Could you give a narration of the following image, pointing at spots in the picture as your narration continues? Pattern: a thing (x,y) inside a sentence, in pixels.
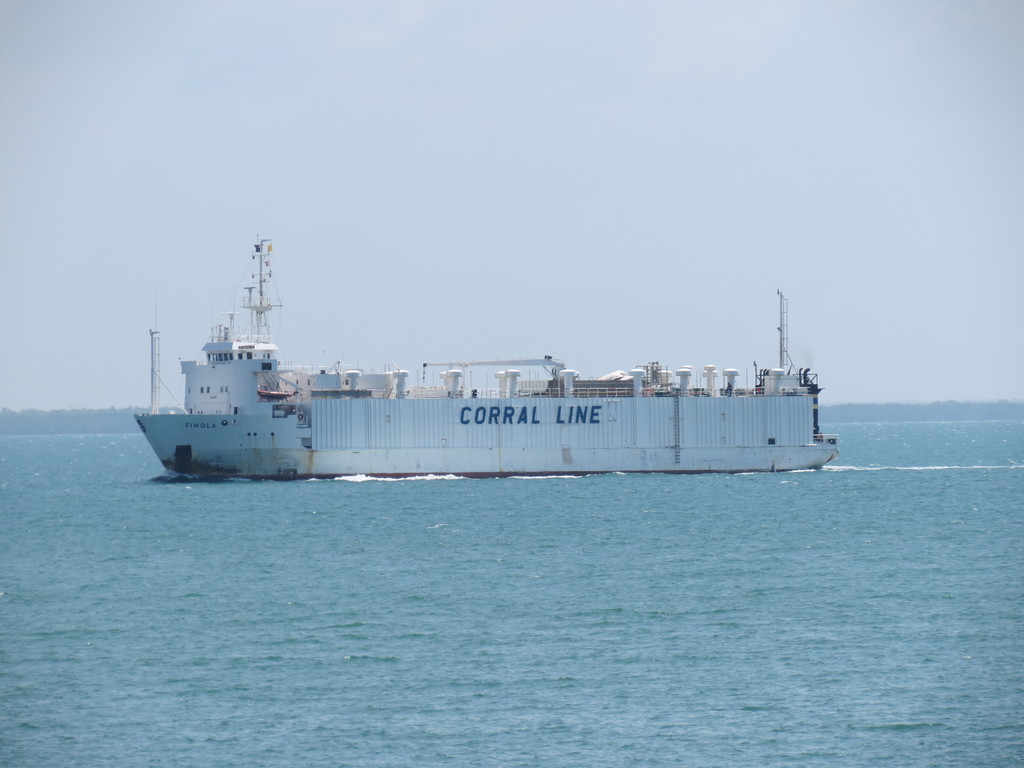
In this image I see the water (344,510) on which there is a boat (323,403) and I see 2 words (584,412) written over here and in the background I see the sky (537,229).
